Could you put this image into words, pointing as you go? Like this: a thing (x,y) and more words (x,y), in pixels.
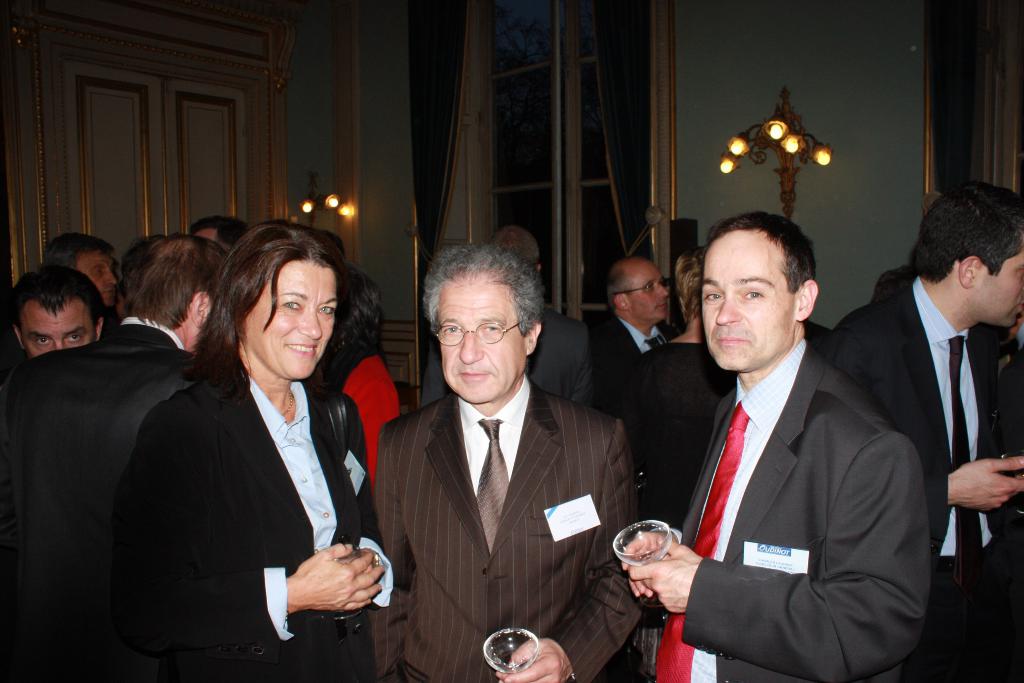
In front of the picture, we see three people (610,494) are standing. Two men (569,547) are holding the glasses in their hands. They are smiling and they are posing for the photo. Behind them, we see many people (596,400) are standing. In the background (840,245), we see a wall (842,201) and lights (784,191). We even see the curtains (434,184) and windows (502,140) from which we can see the trees (515,54). On the left side (260,204), we see a door (214,149).
